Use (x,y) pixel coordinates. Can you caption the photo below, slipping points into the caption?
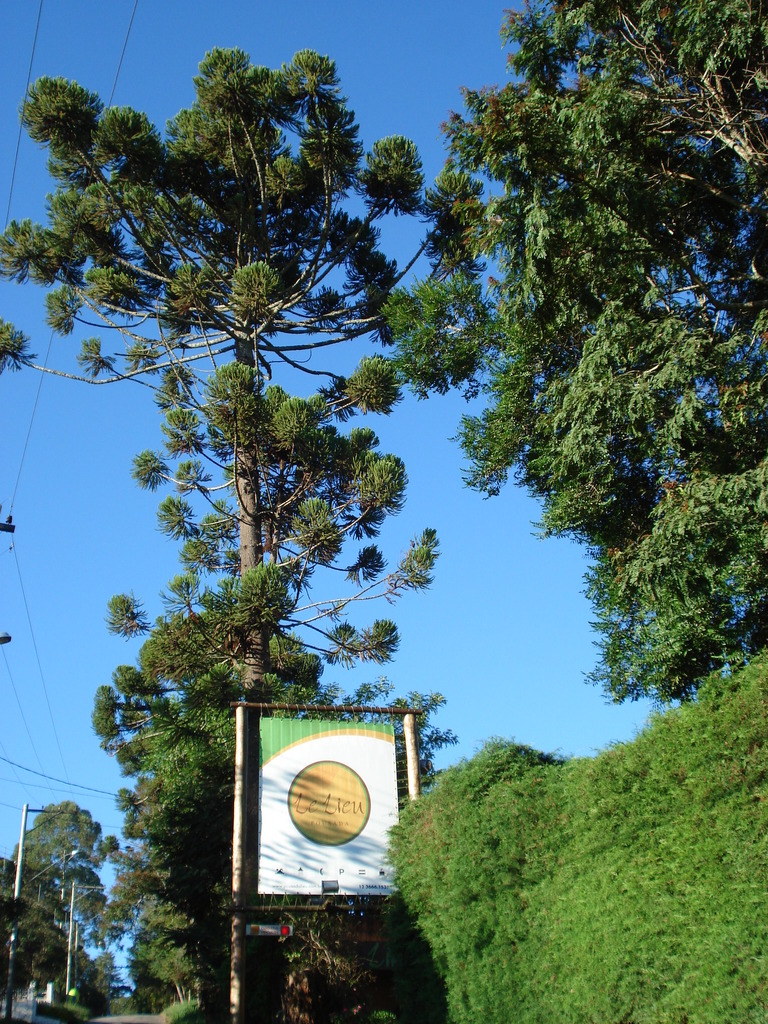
This image consists of many trees (190,954). In the front (315,900), there is a board (279,850). At the top (387,118), there is sky (74,541).
